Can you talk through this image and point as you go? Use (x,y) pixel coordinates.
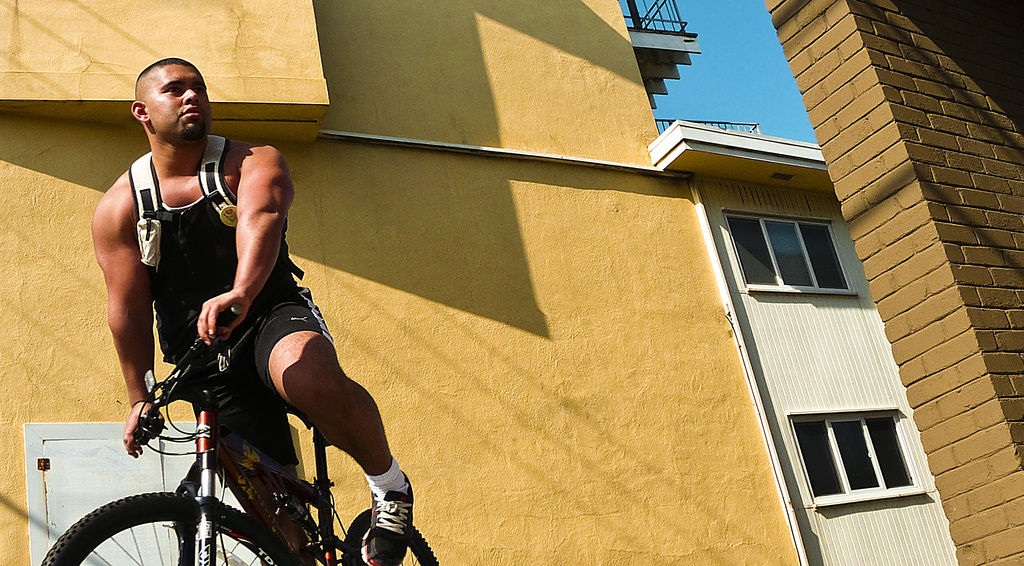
In the image we see there is a person (243,388) who is sitting on a bicycle (253,509) and behind him there is a wall (463,393) which is of yellow colour and there is a building (775,246) over here.
